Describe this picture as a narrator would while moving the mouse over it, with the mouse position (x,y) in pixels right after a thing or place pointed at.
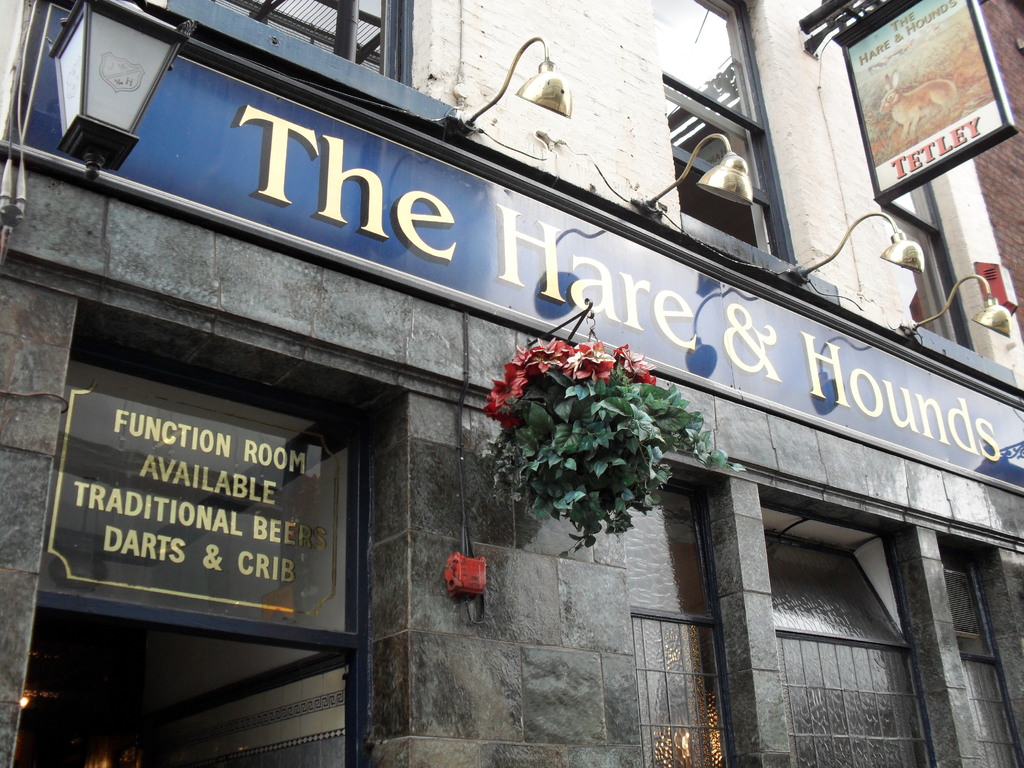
In this picture we can see a building (779,205). There are few lights (990,285) and boards (516,203) on this building (838,143). We can see few windows (690,53) and a glass (693,23) on this building (864,281). There are some flowers (638,368) hung to a rod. We can see a lantern (105,143) on the left side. There is a brick wall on the right side (988,194). We can see some lights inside the building (110,352).
